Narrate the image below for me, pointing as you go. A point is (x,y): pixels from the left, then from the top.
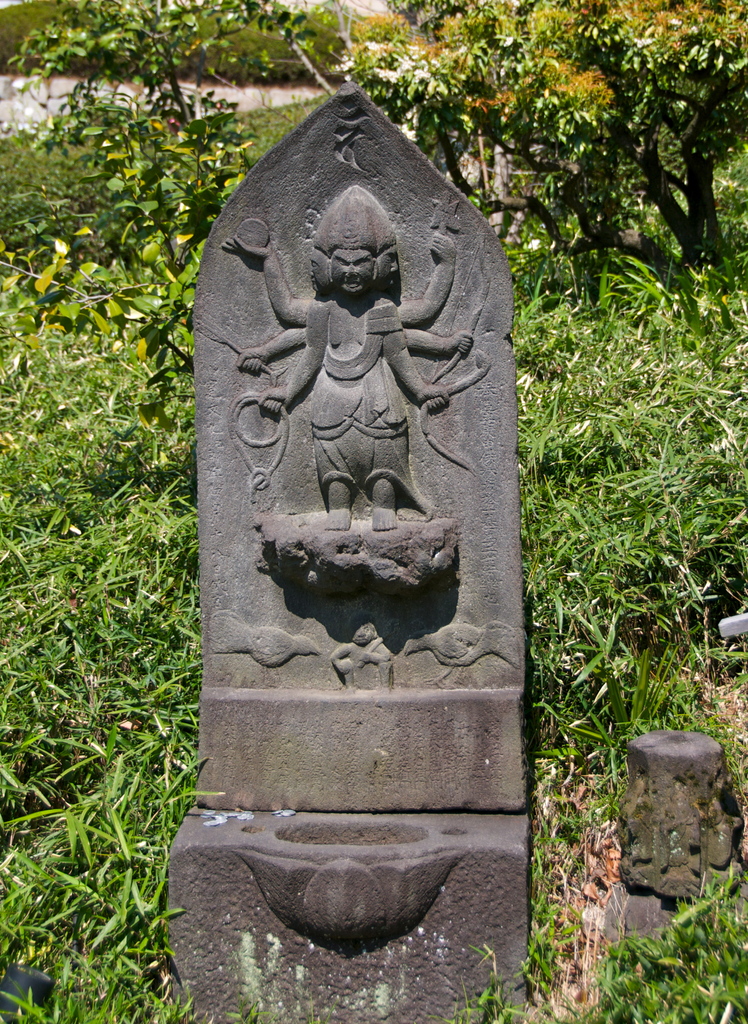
In this picture I can see carvings (281,444) on the stone (281,558), and in the background (714,524) there are plants (562,333).
